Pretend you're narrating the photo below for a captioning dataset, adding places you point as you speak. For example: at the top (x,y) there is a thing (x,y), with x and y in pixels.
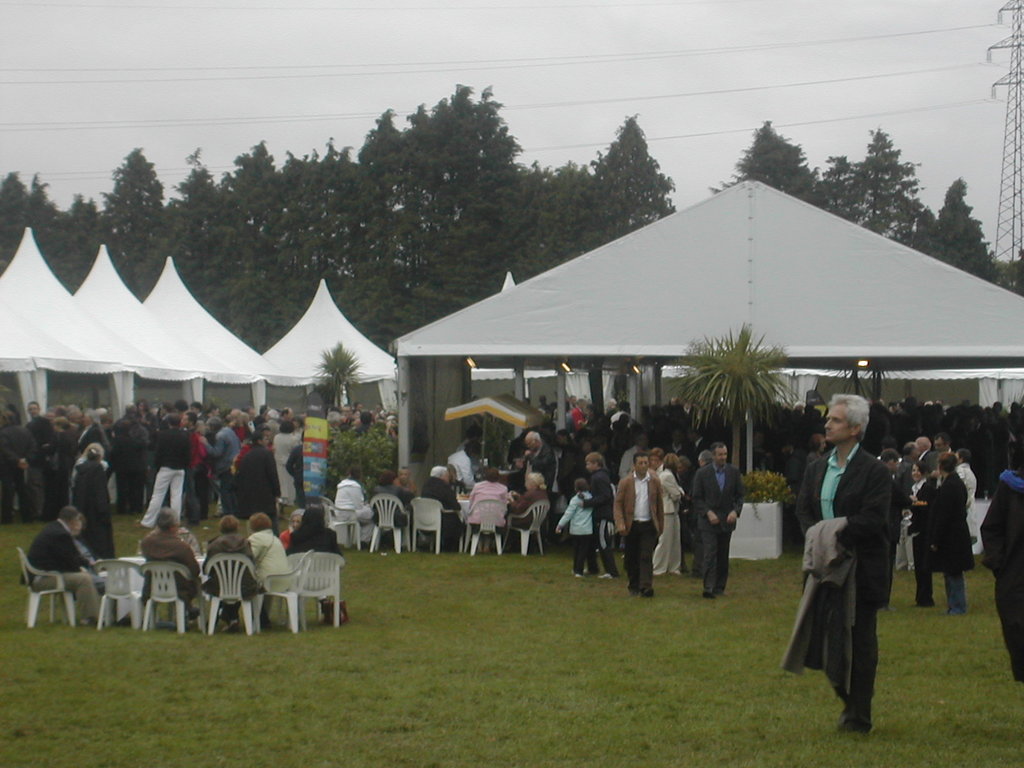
In this image I can see an open grass ground (484,620) and on it I can see number of people (669,480) are standing. I can also see few people (190,555) are sitting on chairs (138,590). In the background (991,345) I can see number of trees (768,149), few tent houses (178,308) and the sky (635,53). On the right side of the image (818,44) I can see few wires (968,67) and a tower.
